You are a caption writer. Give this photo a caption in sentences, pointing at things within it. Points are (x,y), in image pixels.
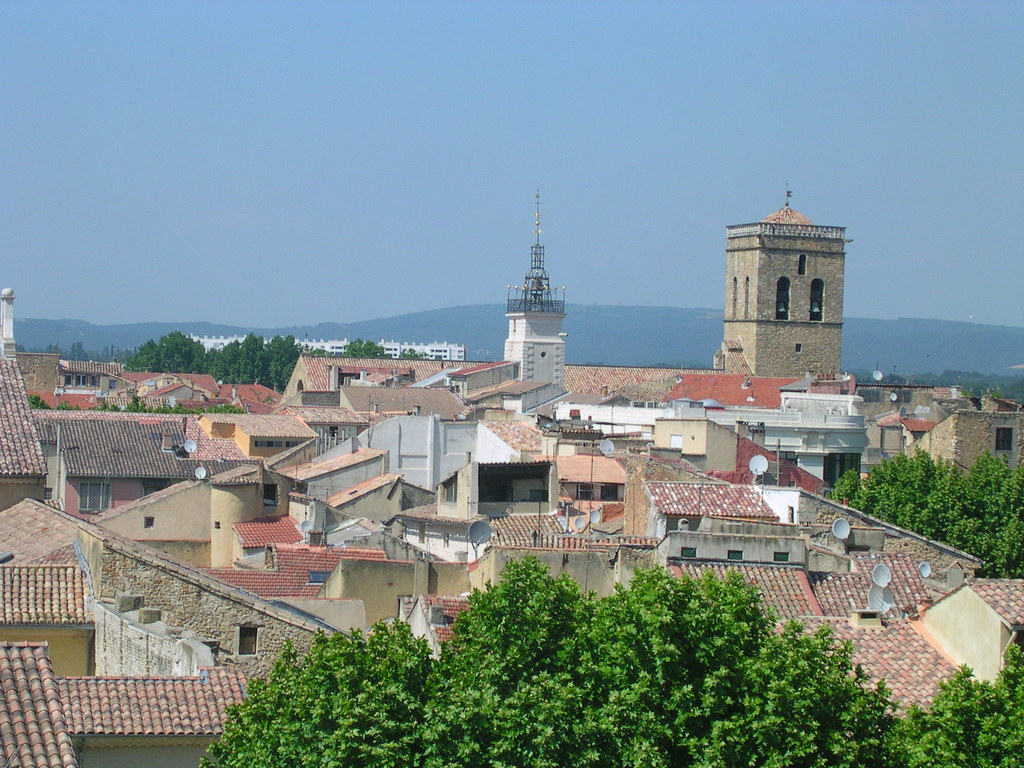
In this image we can see trees (253,355), houses (391,591), satellite dishes (879,580) and tower (543,291). In the background of the image (549,259) there is a hill (450,332) and sky (487,170).
